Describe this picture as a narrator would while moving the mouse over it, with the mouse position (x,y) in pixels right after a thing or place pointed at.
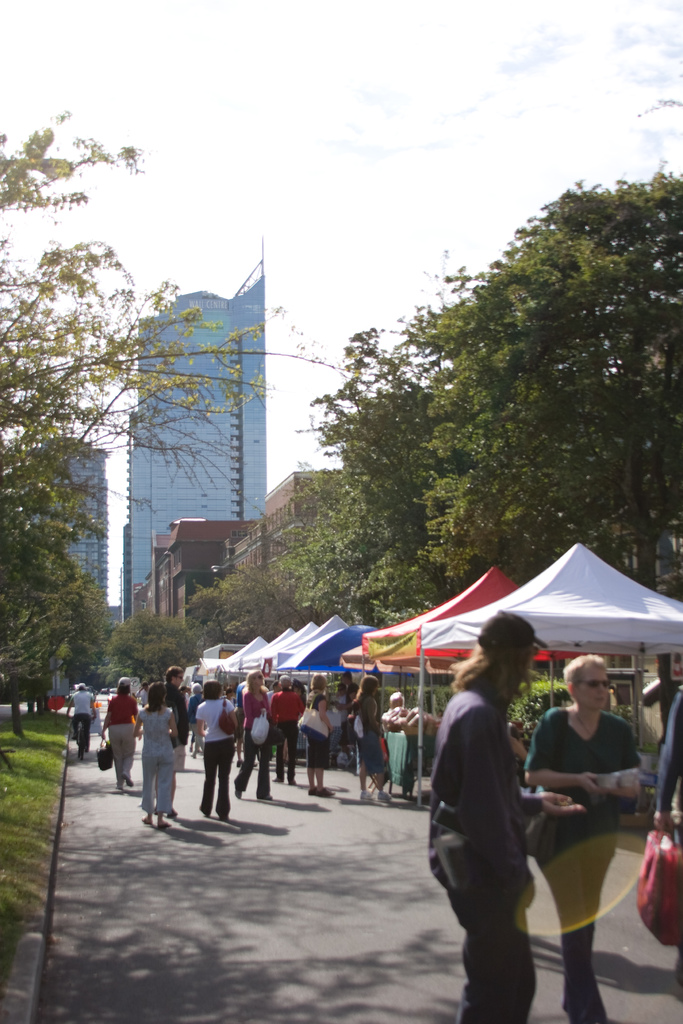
In this image we can see sky (266,67), trees (575,305), buildings (207,452), ground (1,996), persons (209,704) standing on the ground (333,830) and tents (351,646).
